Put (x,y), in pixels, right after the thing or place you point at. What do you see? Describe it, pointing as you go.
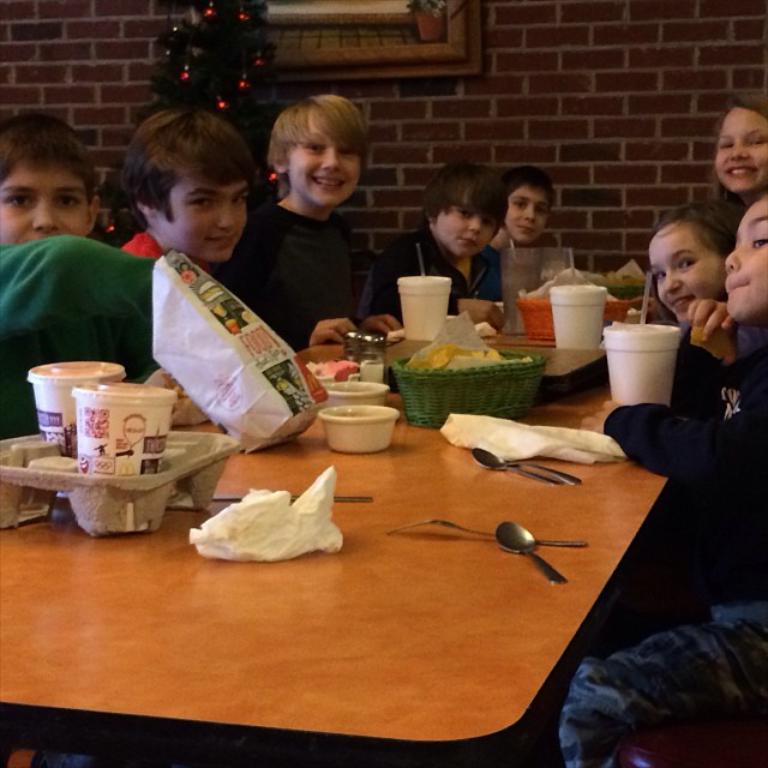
In this image there are group of people (719,574) who are sitting on a chair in front of them there is one table (310,570) on that table (420,559) there are some tissue papers (517,432), baskets (490,401), bowls (355,394), and spoons (535,538) are there and on the top (576,80) there is wall (616,22) and in the middle of the image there is a frame (352,34) and beside the frame (342,34) there is a plant (241,77).
